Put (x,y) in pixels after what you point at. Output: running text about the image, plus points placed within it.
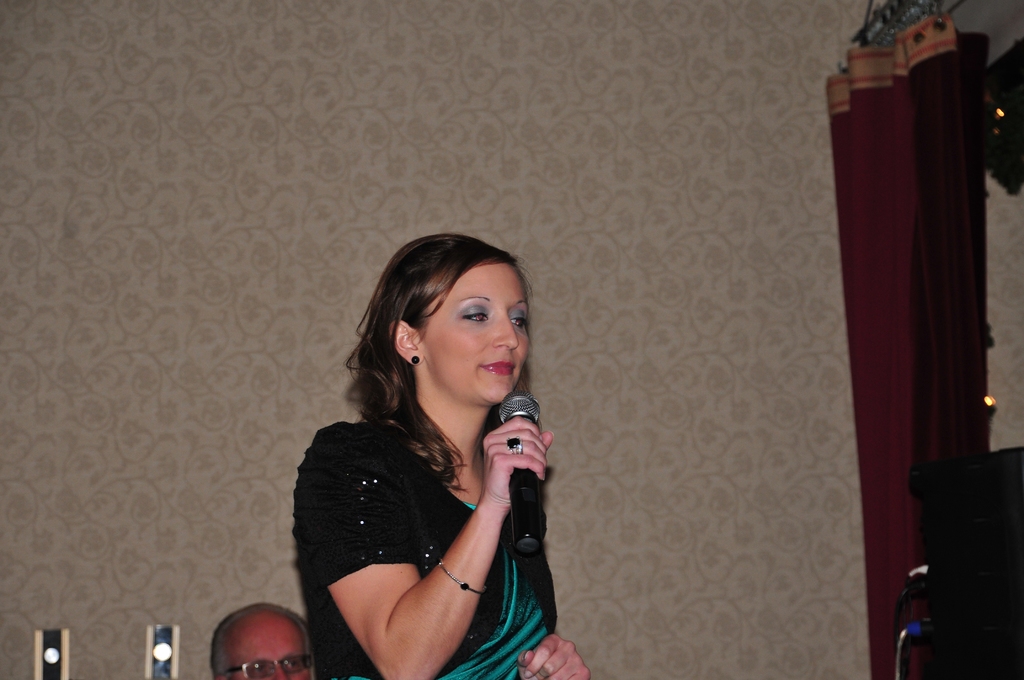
Here we can see a woman (498,416) is standing, and holding a microphone (529,416) in her hands (530,435), and here is the wall (624,189), and here is the curtain (860,424).
